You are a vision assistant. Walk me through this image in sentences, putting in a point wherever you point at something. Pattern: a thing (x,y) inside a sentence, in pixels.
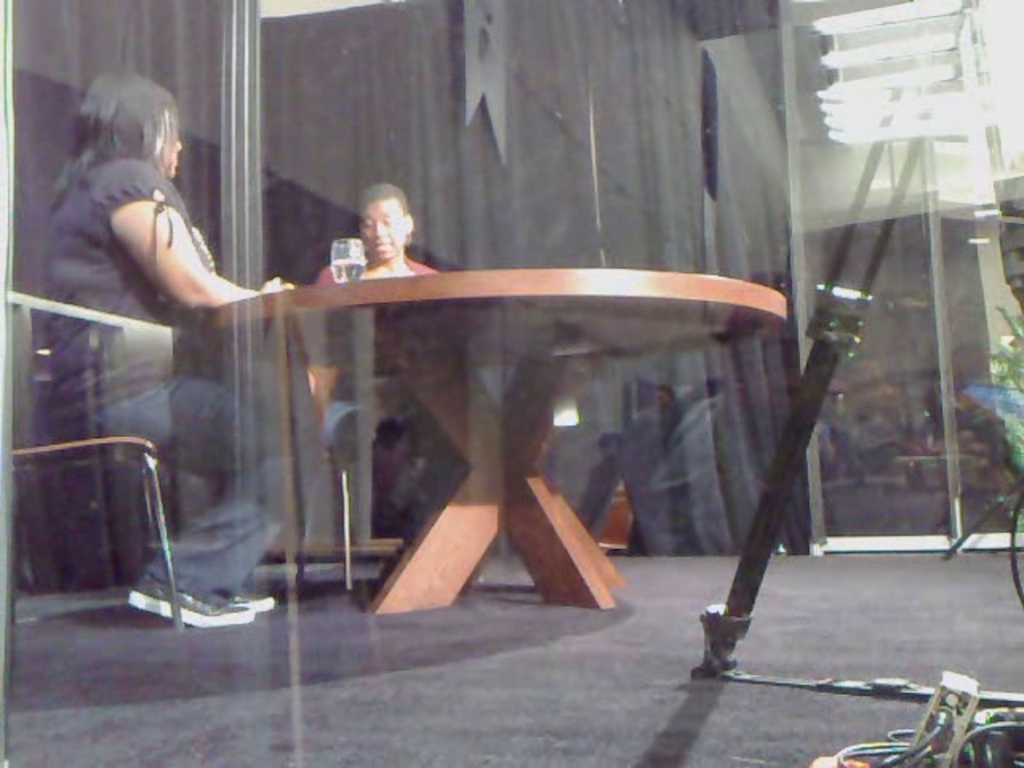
In this image we can see two people (377,214) sitting on the chairs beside a table (317,295) containing a glass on it. We can also see a stand (720,634) and some wires (991,729) on the floor (649,678). On the backside (625,113) we can see a curtain (747,72).
